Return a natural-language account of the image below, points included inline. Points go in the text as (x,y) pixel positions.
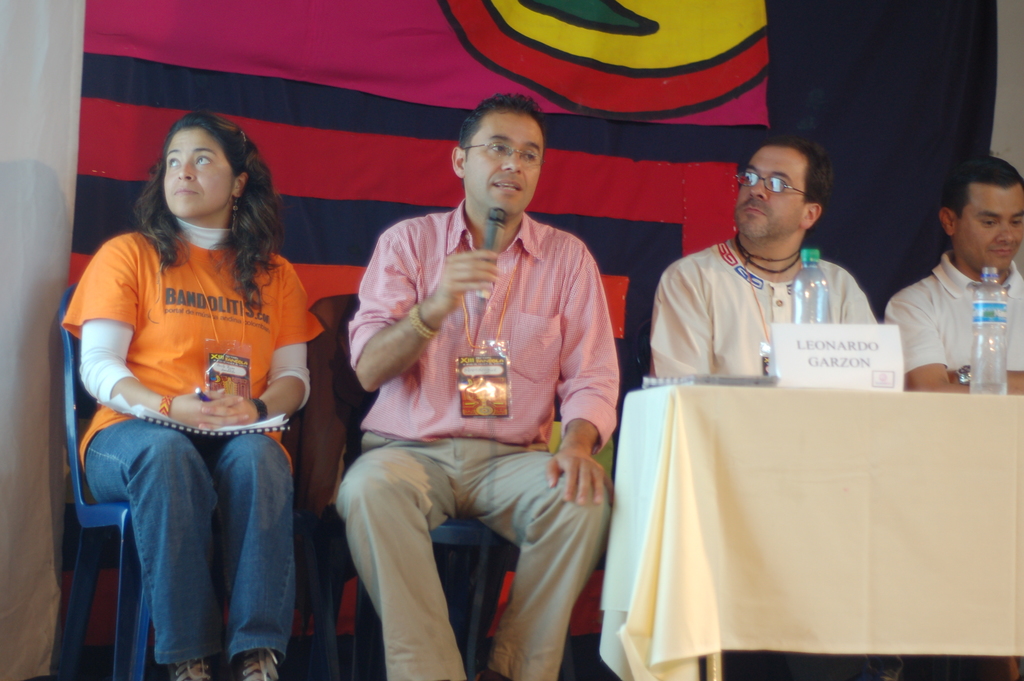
In this image there are four people (522,407) sitting in the chairs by wearing the id cards (491,369). In front of them there is a table (812,431) on which there are bottles (812,309) and a board (786,348). In the background (634,65) there is a banner (460,196). The man (480,271) in the middle (467,268) is holding the mic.
